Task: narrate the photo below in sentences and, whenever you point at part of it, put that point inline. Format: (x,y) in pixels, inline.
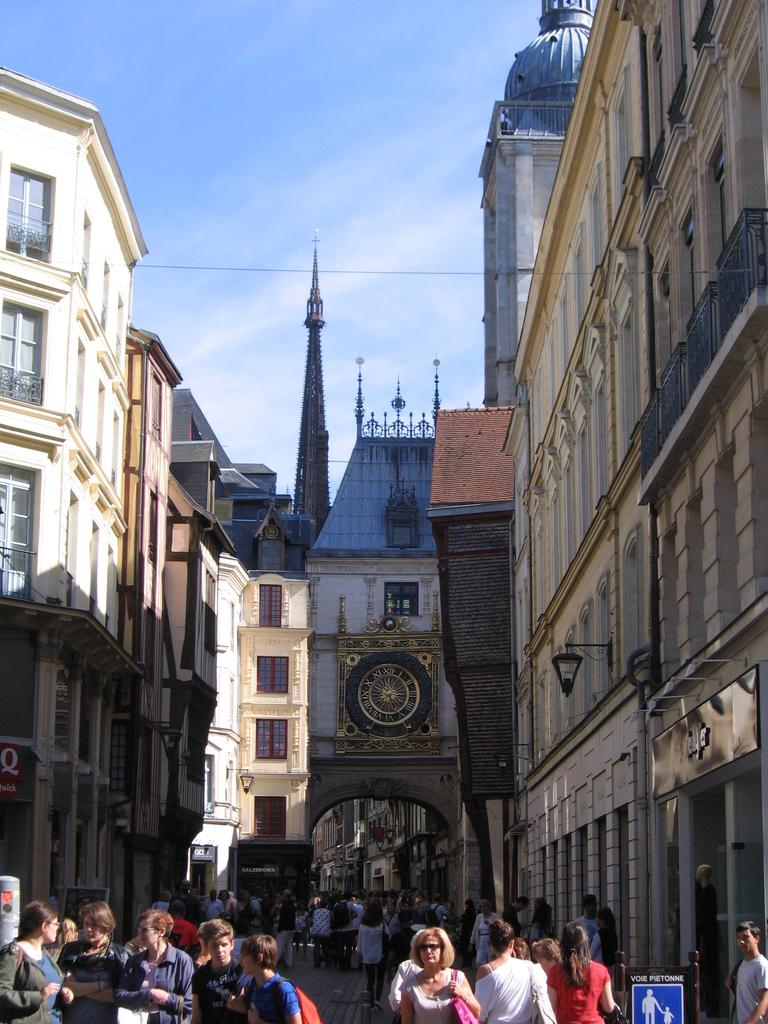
In the picture i can see some persons (397,1006) walking through the street (349,990), there are some buildings (242,664) on left (74,465) and right side of the picture (599,541), top of the picture (465,331) there is blue sky (234,111).
